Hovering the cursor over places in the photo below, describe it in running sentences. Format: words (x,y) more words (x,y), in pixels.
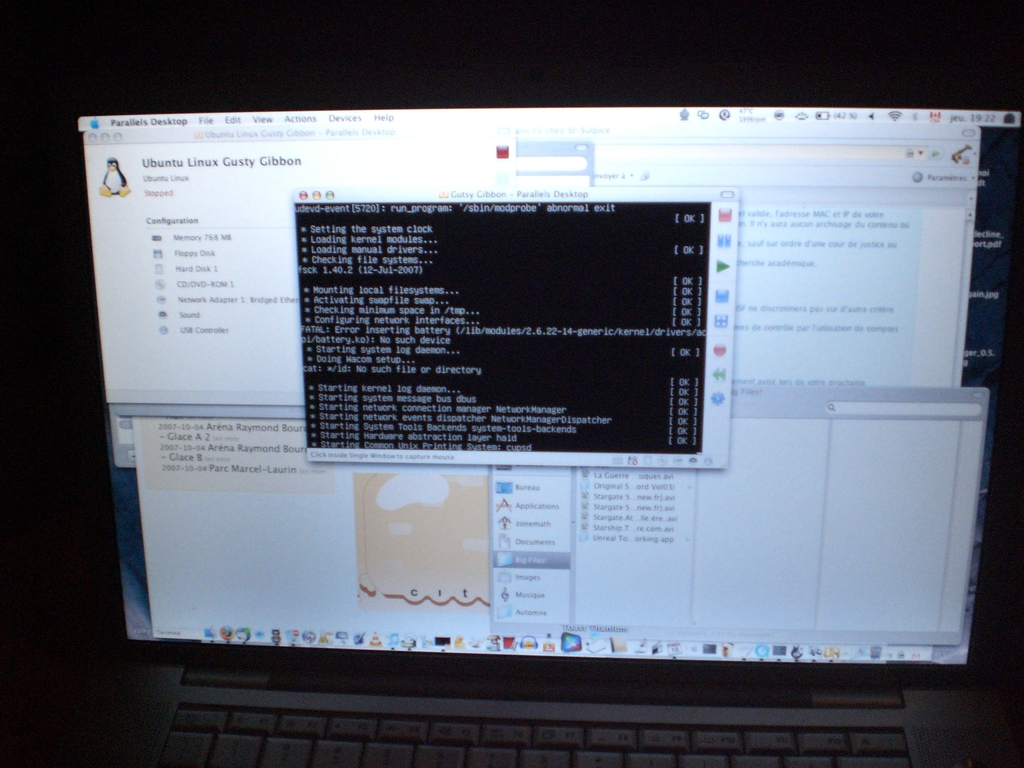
In this picture we can observe a screen (544,185) of a laptop (131,386). We can observe keys (343,756) here. The background is completely dark.
